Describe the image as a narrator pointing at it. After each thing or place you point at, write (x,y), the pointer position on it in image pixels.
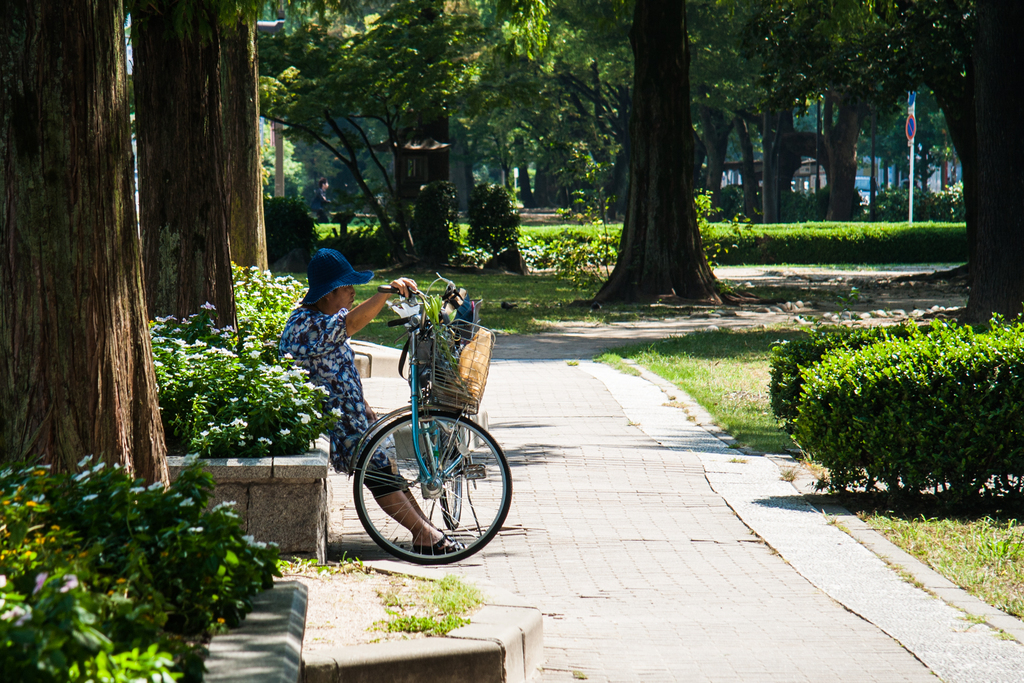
In this image we can see a person (339,309) wearing hat (313,296) is sitting on a wall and holding a bicycle (391,288) with his hand (408,290) placed on the ground (466,570). In the background (327,206), we can see a person (322,192) standing on ground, poles (910,172) and sign board (912,116), a group of flowers (279,366) on plants (154,579) and a group of trees (532,139).
